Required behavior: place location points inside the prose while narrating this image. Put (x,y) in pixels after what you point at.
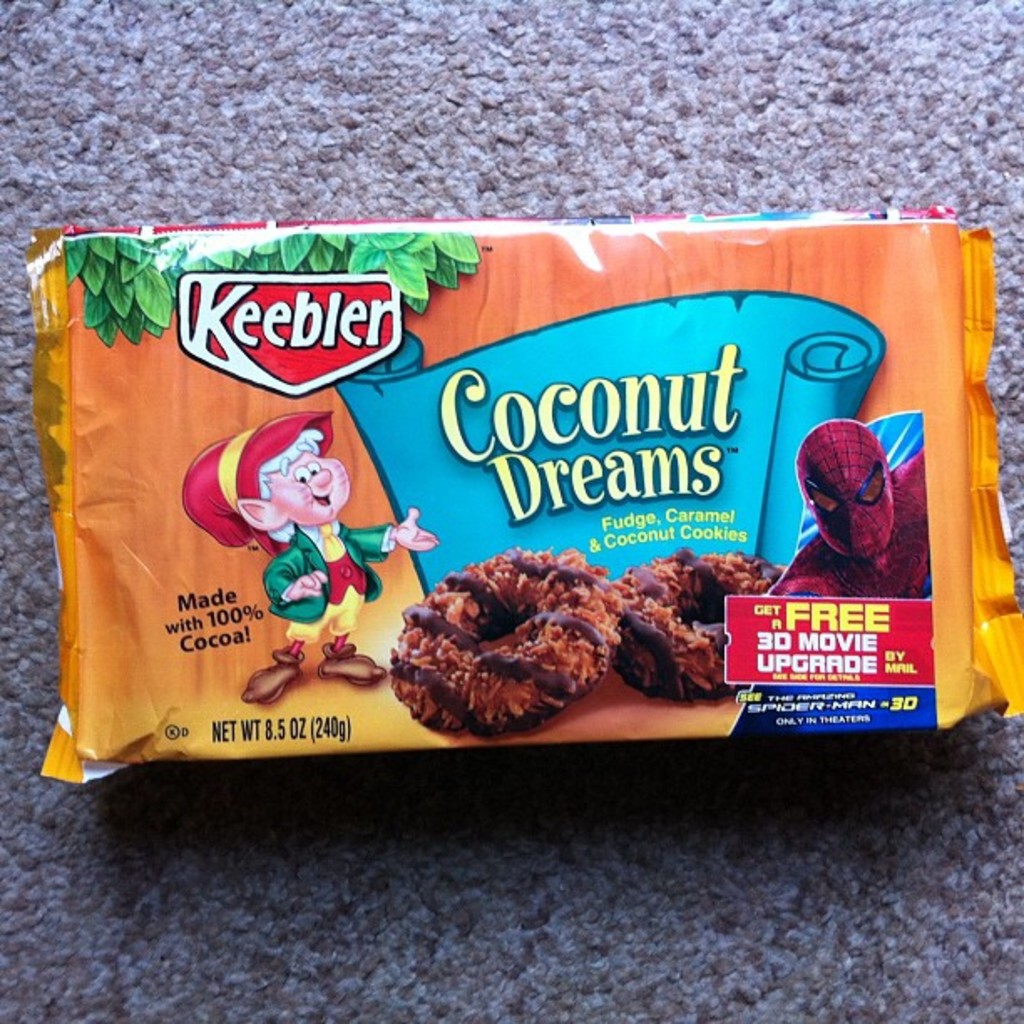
There is a cookies packet (347,359) kept on the floor (170,69), the packet (102,360) is in orange color.
